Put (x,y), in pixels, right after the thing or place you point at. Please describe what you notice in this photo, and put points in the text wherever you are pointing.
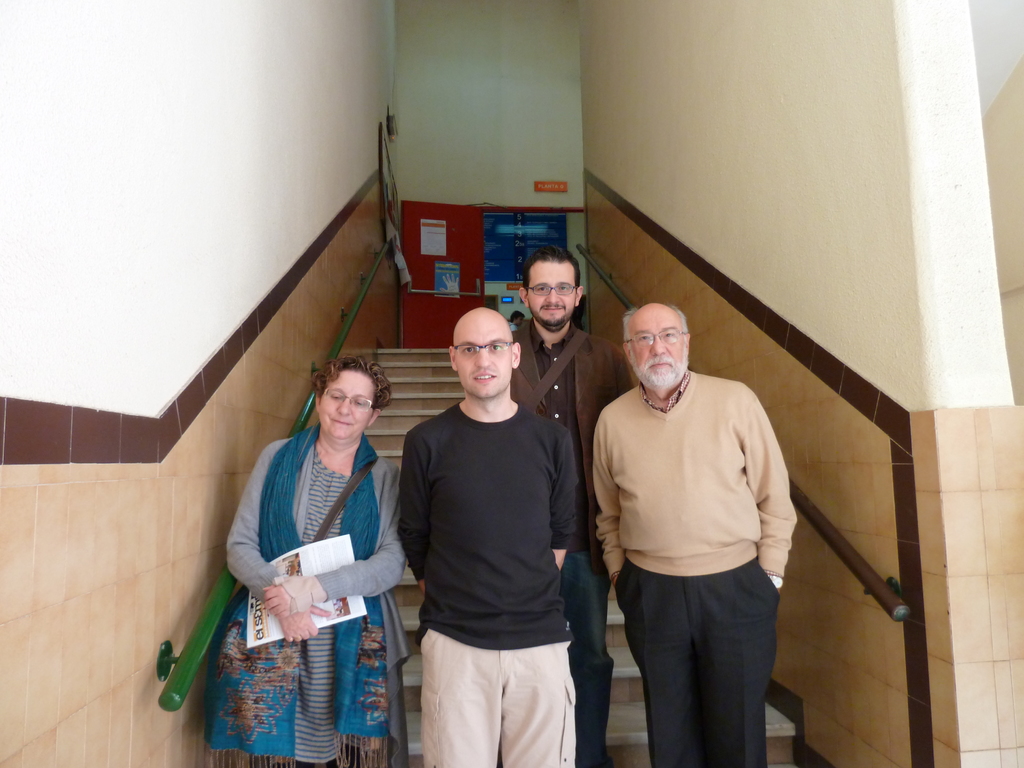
In this image we can see few persons (286,499) and among them a person (346,511) is holding a paper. Behind the persons (435,498) we can see stairs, wall (757,391) and hand railing (332,352). In the background (429,225), we can see a board (495,235) and posters (436,269).
